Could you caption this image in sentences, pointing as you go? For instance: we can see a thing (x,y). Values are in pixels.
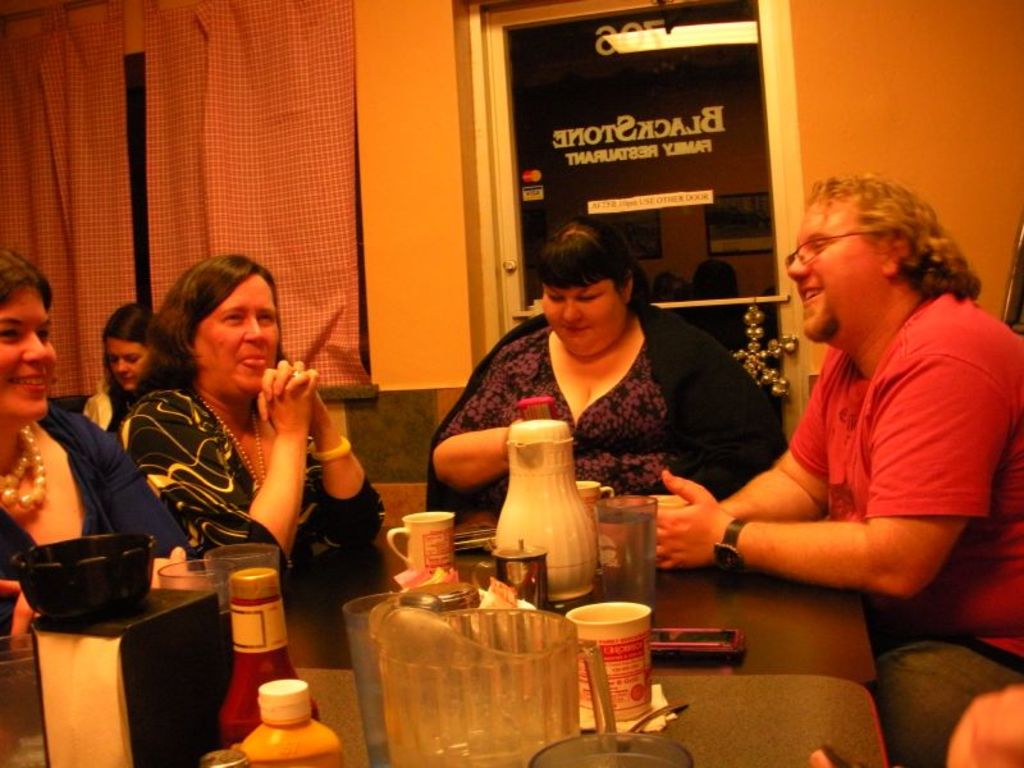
Here we can see some persons (471,457) are sitting on the chairs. This is table (804,681). On the table (796,693) there are glasses (378,739), cup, bottles (263,692), and a bowl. On the background (428,218) there is a wall (891,106) and this is door (628,143). Here we can see a curtain (117,163).
